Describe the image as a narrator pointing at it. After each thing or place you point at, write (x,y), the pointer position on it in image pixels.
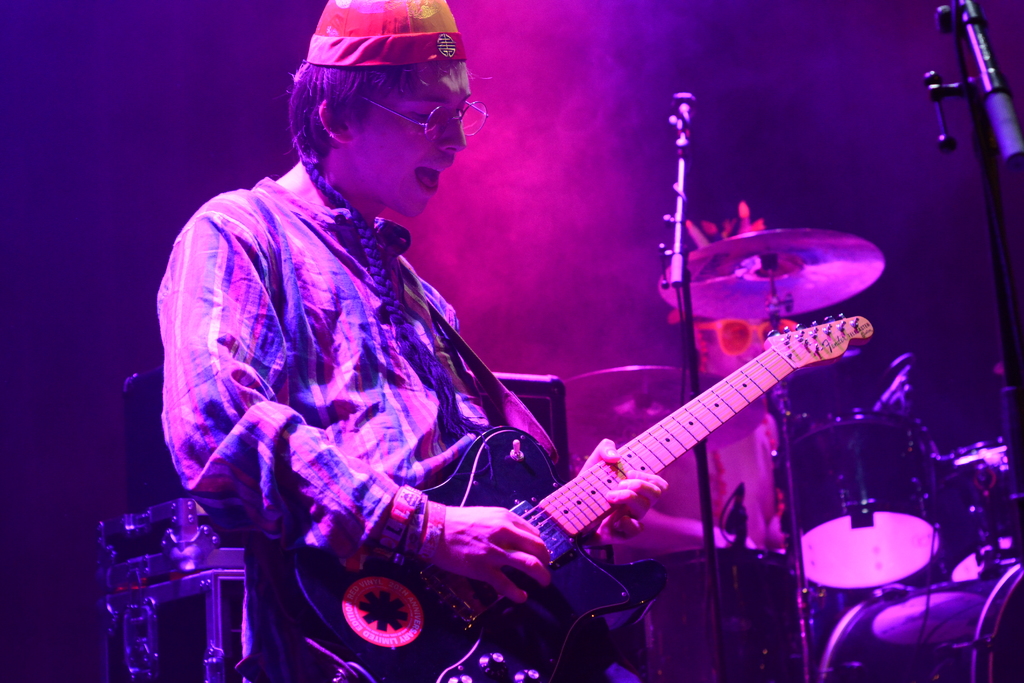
In this image I see a person (423,6) who is holding the guitar (843,315) and there are lot of musical instruments (864,659) over here.
